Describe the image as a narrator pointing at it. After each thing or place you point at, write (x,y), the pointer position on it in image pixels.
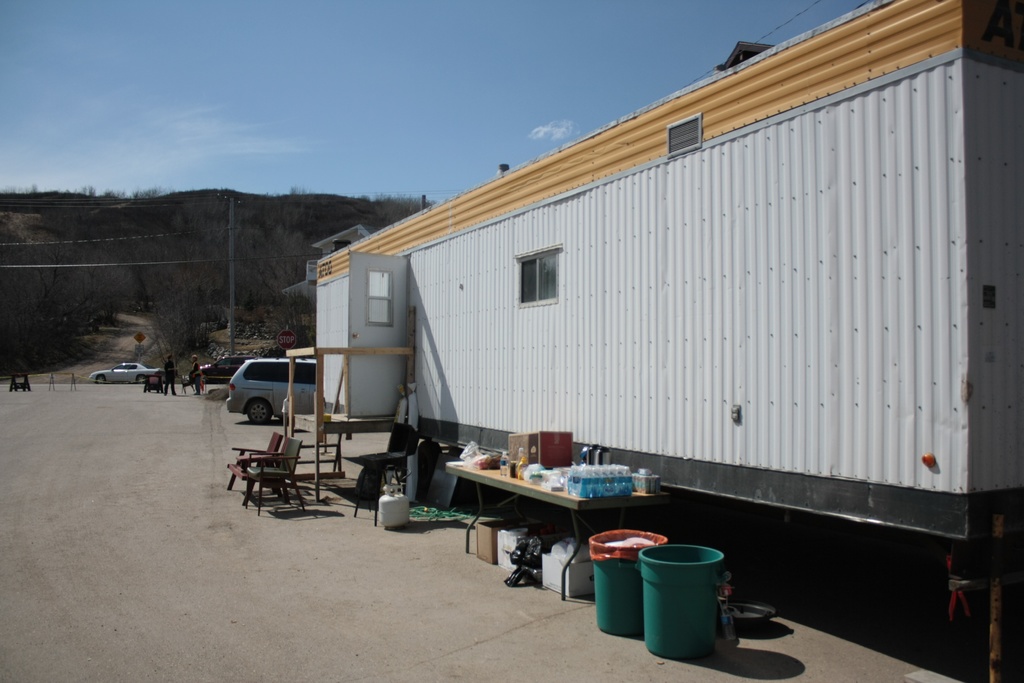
In this picture there is a container (528,334) and there are vehicles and there are two person (199,392) standing. In the foreground (584,489) there are chairs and there are bottles (594,475) and there is a cardboard box (532,457) on the table (571,562), under the table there are cardboard boxes (574,574) and there are drums (701,550). At the back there is a staircase (317,390) and there are trees (72,288) and there are wires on the pole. At the top (133,61) there is sky (120,65) and there are clouds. At the bottom (424,616) there is ground (434,592).
